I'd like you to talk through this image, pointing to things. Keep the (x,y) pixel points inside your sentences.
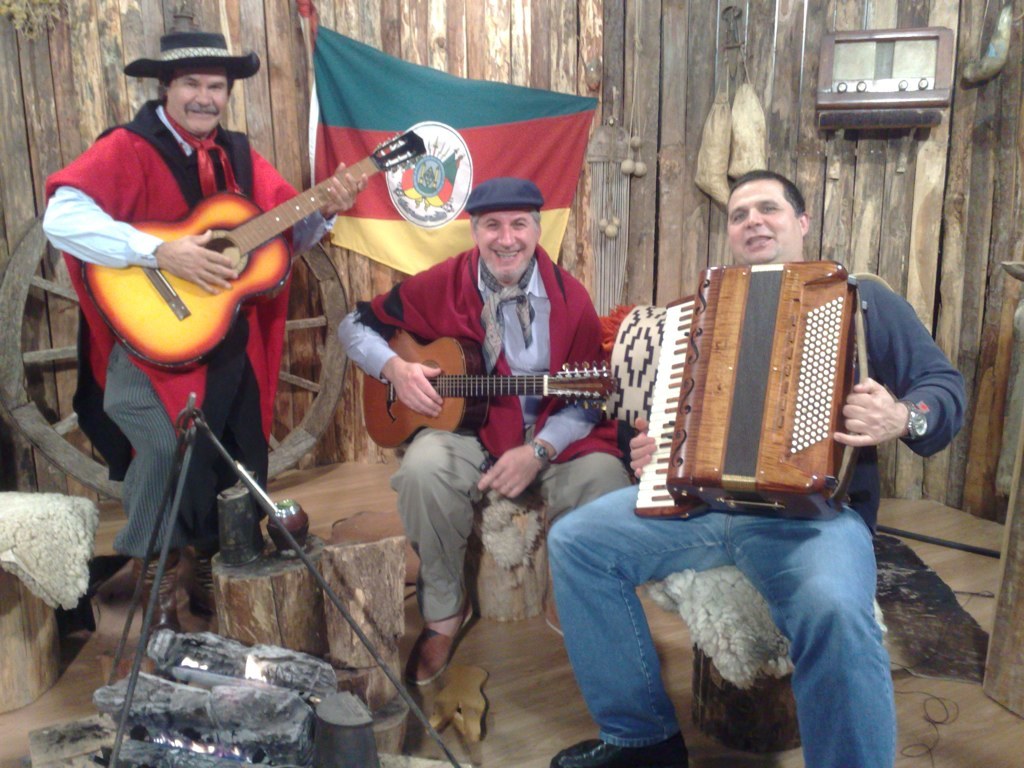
In this image we can see a person (848,504) sitting. He is holding an accordion (753,344). And he is wearing watch (906,428). Another person (533,290) is wearing cap (510,202) and holding guitar (440,357) and sitting. Another person (213,107) is wearing hat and holding guitar (232,296). In front of them there is a stand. Also there is a wooden wall (692,176). On the wall (461,46) there is a flag (419,120). Also there is a wheel (331,273). And there are few other items (256,677).
